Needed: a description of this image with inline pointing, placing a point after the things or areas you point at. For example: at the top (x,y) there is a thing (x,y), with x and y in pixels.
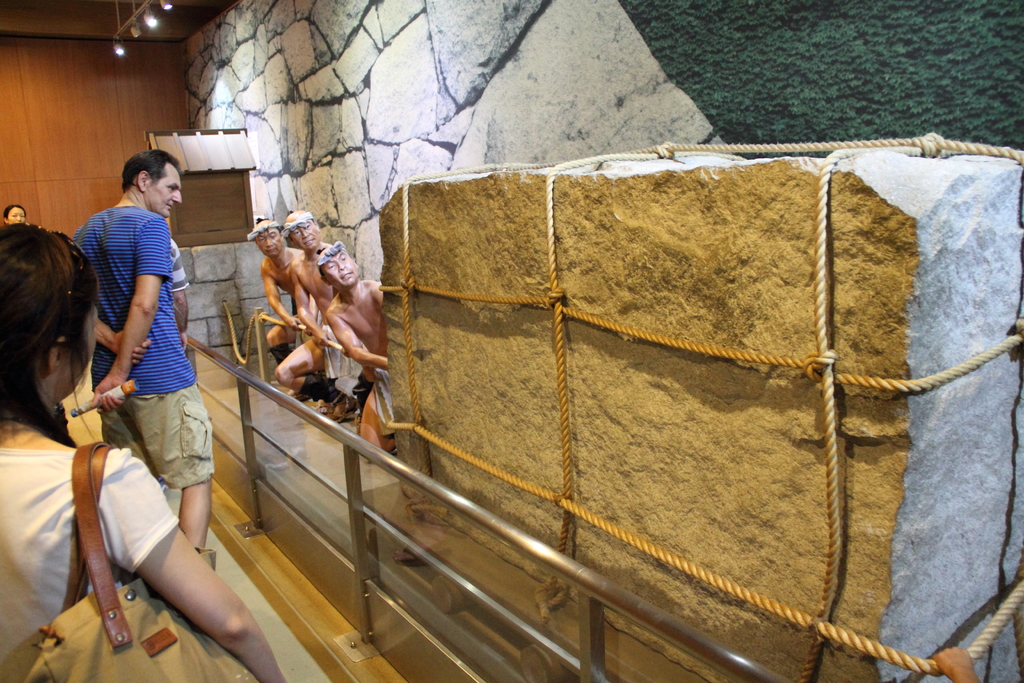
Here in this picture, on the left side (103,359) we can see some people (65,351) standing over a place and in front of them we can see a stone (858,253) present on a trolley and it is tied with ropes (408,303) and beside that we can see some people (377,311) dragging it with the help of ropes (234,328) and in the middle (364,454) we can see a railing (311,504) present and on the left side (240,616) we can see a woman (126,571) carrying hand bag (78,604) and we can see lights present at the top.
